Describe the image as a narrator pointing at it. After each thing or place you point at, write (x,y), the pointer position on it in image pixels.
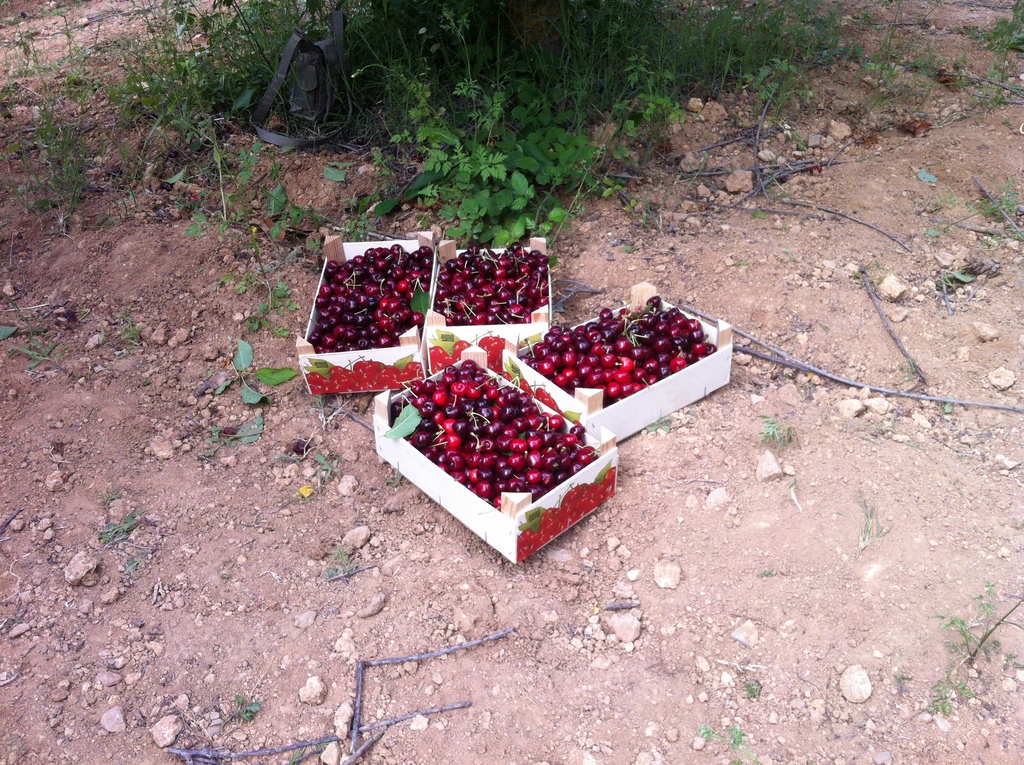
This image is taken outdoors. At the bottom of the image (538,613) there is a ground (151,451) with grass (39,135) and many pebbles (857,674) and stones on it. At the top of the image (393,129) there are a few plants (481,97) with leaves (511,211) and stems (184,57). In the middle of the image (554,346) there are four baskets (574,411) of cherries (511,407) on the ground (645,560).
